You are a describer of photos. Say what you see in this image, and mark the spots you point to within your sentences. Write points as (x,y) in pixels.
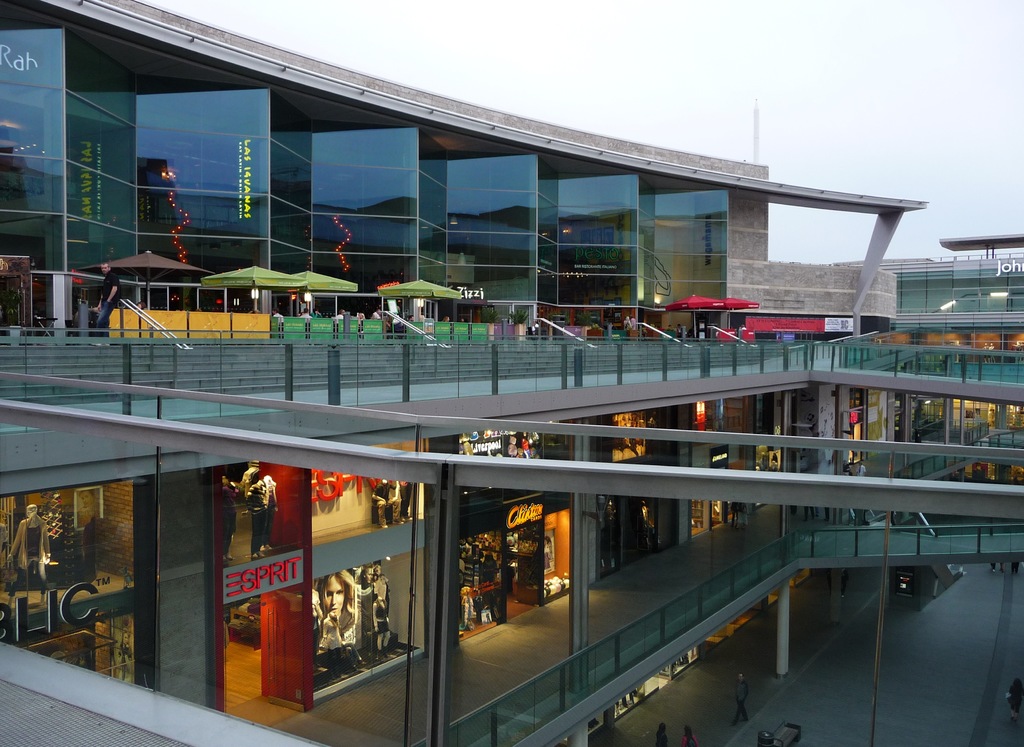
In the picture we can see a mall (972,686) with three floors (957,689), in the ground floor (963,587) we can see some people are walking and beside we can see a pillar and on the first floor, we can see some stores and a railing (543,703) with a glass (906,553) near it and on the second floor (833,303) we can see some stalls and behind it we can see some glass walls (354,265) and in the background (851,234) we can see a sky (823,260).
